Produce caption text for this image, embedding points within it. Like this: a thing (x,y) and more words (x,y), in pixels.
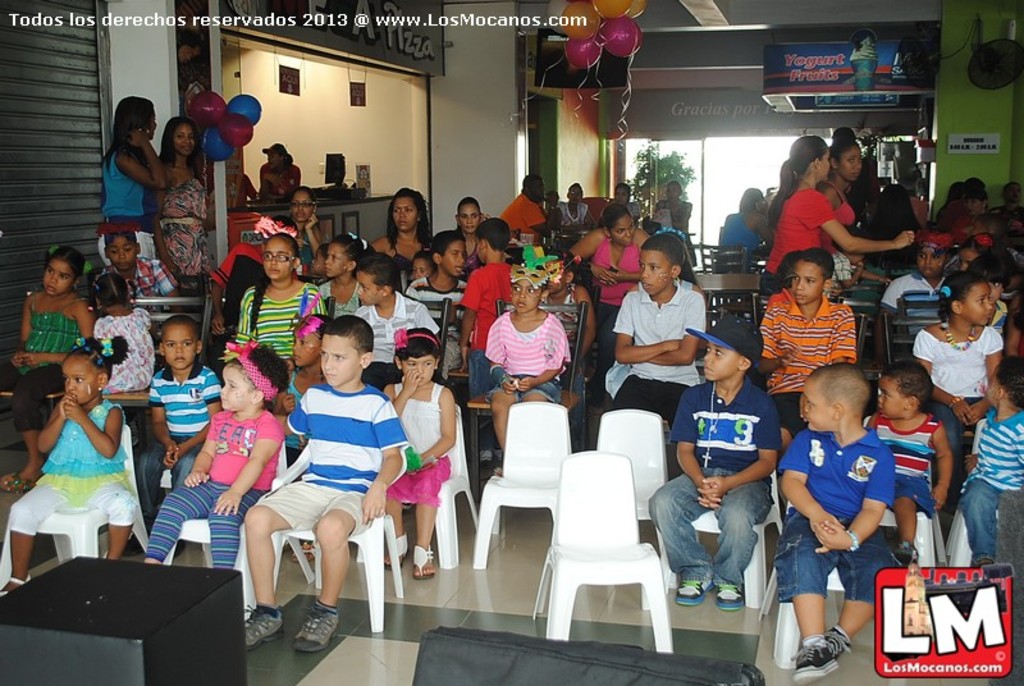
this picture shows few boys (341,448) and girls (246,425) are seated on the chairs (596,560) and we see few of them are standing and we see balloons (576,42) and hoarding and a plant (678,175).
